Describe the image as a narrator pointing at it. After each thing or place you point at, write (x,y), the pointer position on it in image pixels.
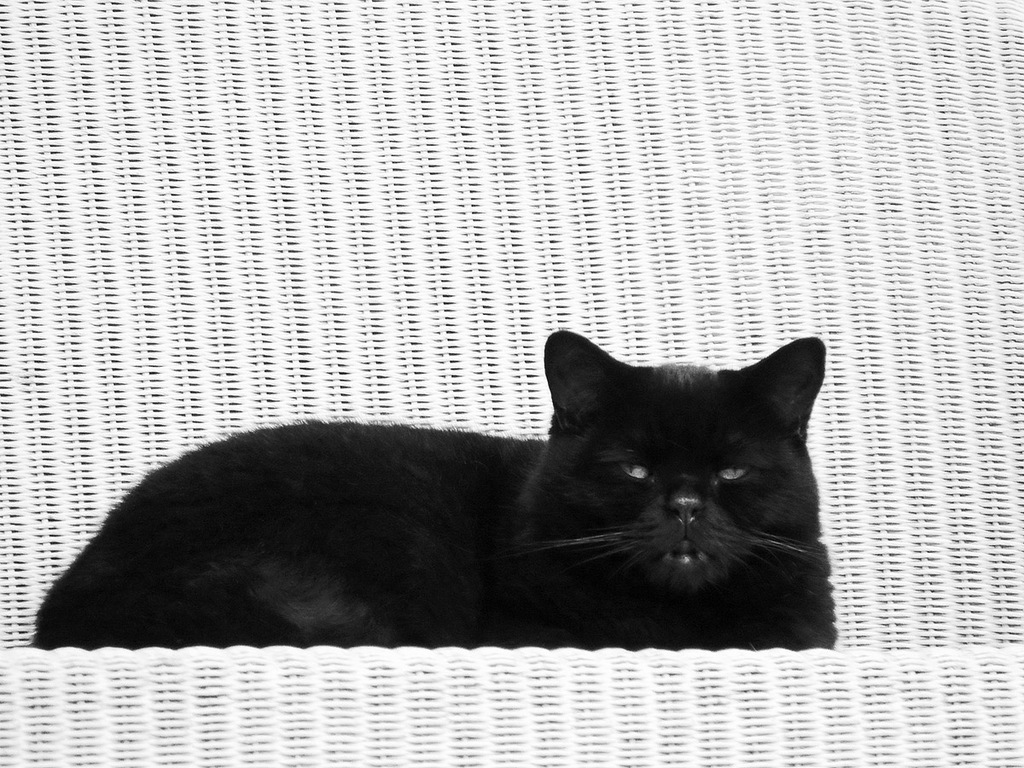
In this picture there is a black color cat (484,503) sitting in a white chair (391,268).
